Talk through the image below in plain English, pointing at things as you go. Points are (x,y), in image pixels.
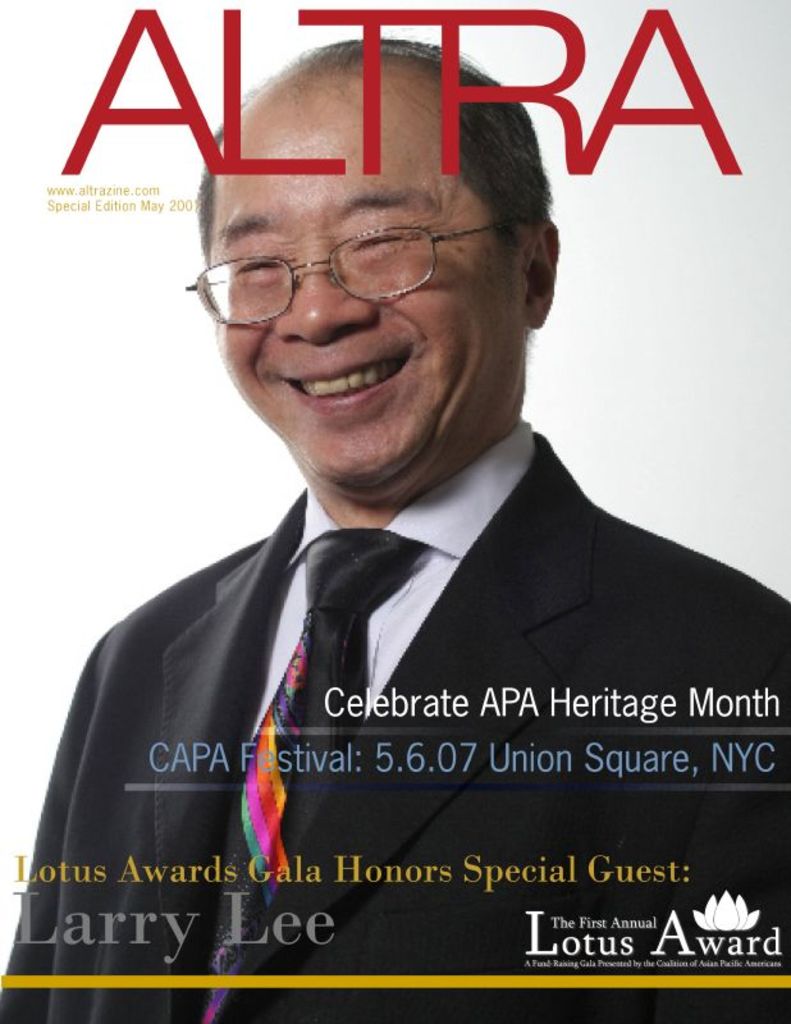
This picture looks like a cover page and I can see a man (390,477) and text (583,943) at the top (460,110) and the bottom of the picture (604,702) and I can see white background (624,417).
